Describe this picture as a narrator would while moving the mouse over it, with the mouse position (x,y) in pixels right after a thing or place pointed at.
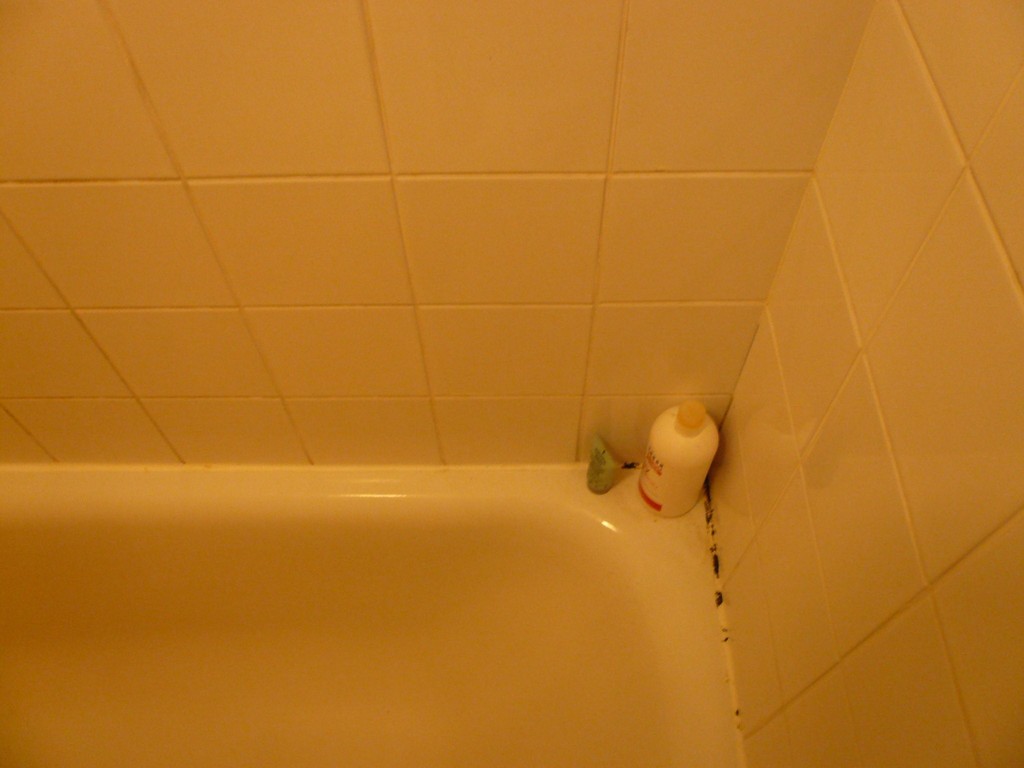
At the bottom of the image (635,594) there is a bathtub (576,496). There is a bottle (661,424) and a tube (600,463) on the surface (586,477). And there is a wall (383,420) with tiles (405,191).
